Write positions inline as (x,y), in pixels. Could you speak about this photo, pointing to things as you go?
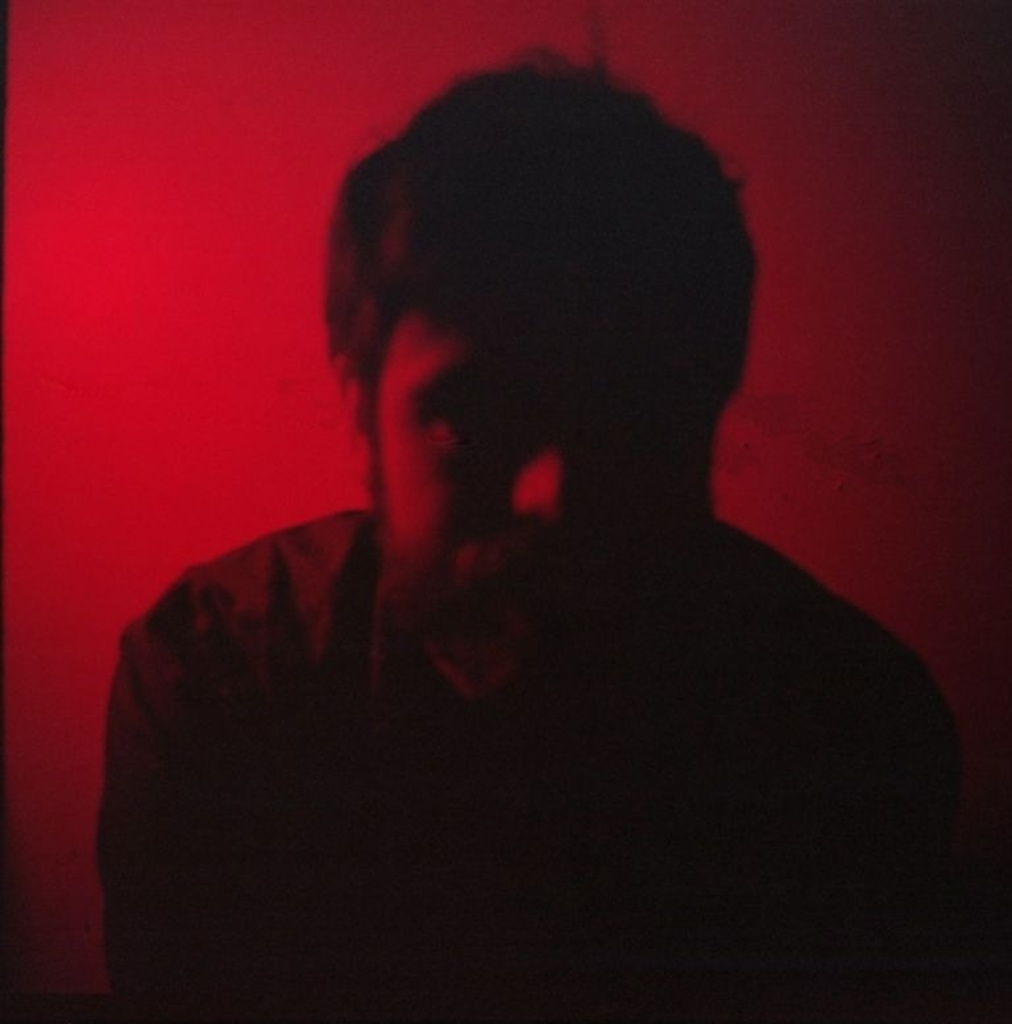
Here I can see a person (447,877). The background (211,122) is in red color. This is an image clicked in the dark.
